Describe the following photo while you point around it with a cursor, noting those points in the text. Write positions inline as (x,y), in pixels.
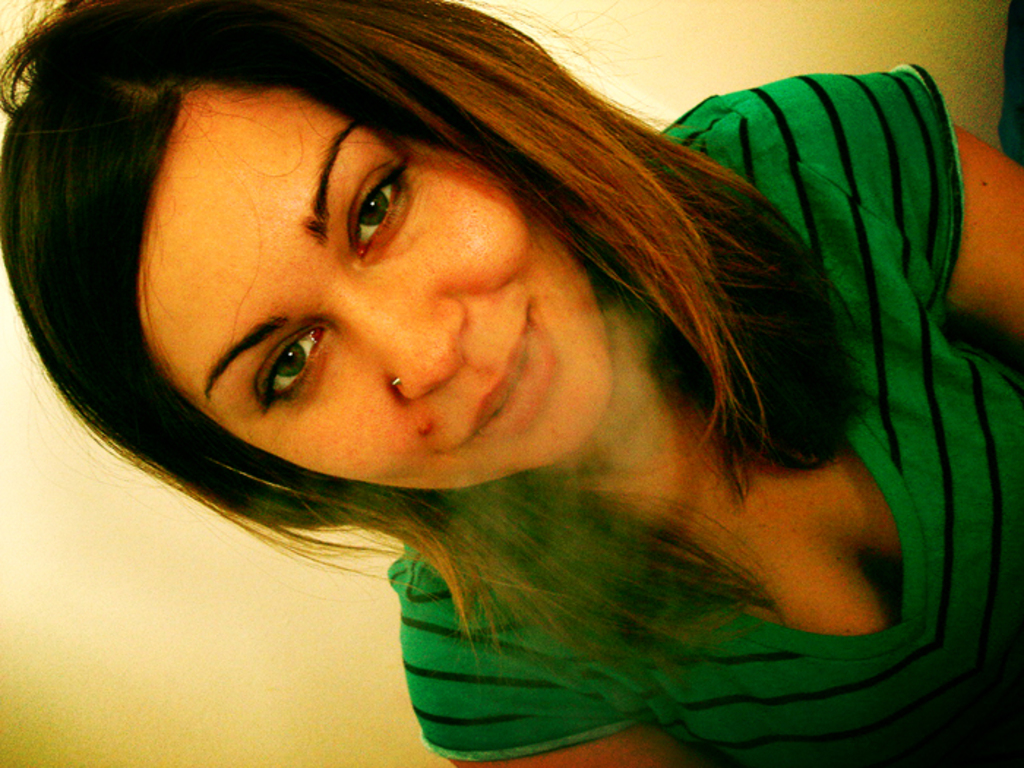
In this picture there is a lady (445,268) in the center of the image (499,311).
